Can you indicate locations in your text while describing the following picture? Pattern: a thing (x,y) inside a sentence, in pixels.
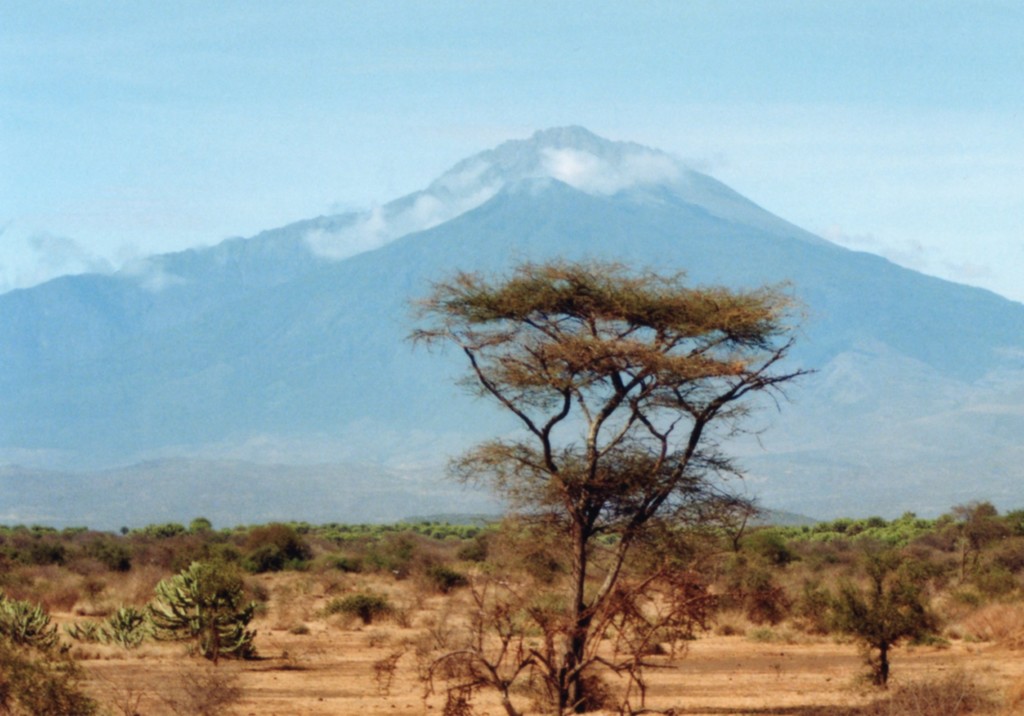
In this image I can see many trees (684,514). In the background (459,238) I can see the mountains (271,249) and the sky (377,76).
